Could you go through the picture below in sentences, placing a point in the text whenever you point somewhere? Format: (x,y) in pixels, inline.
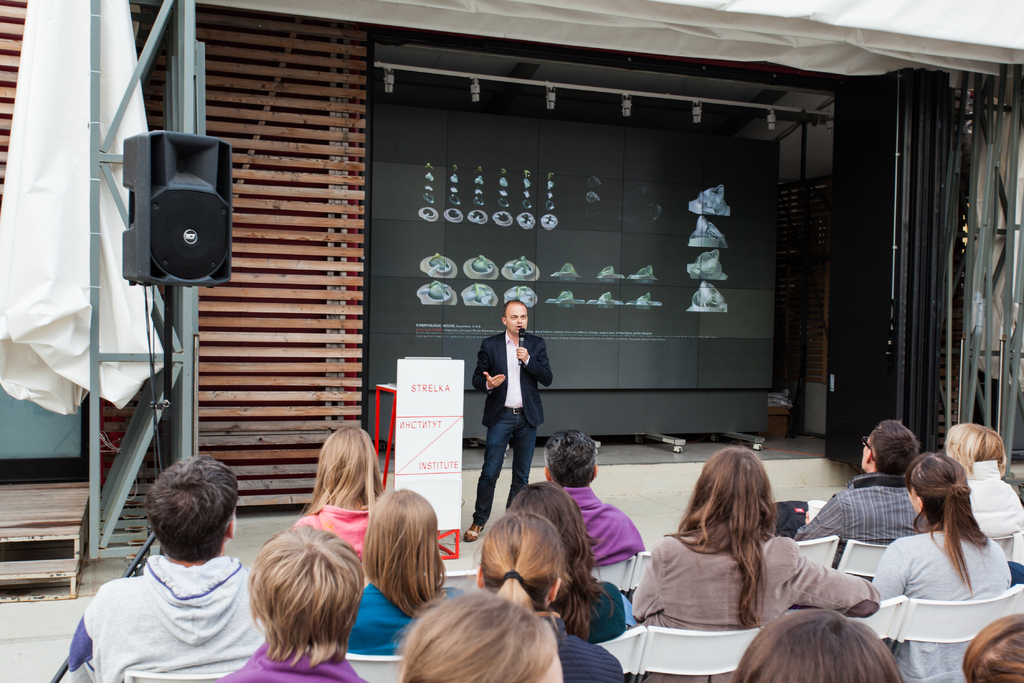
In this picture there is a man (520,318) who is holding a mic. He is standing near to the banners (461,385). In the back (602,257) I can see the black color board (636,268) which is placed near to the wall (312,224). On the left (163,142) there is a speaker (151,173). At the bottom (205,535) I can see many peoples (396,637) who are sitting on the chair (1021,604).
